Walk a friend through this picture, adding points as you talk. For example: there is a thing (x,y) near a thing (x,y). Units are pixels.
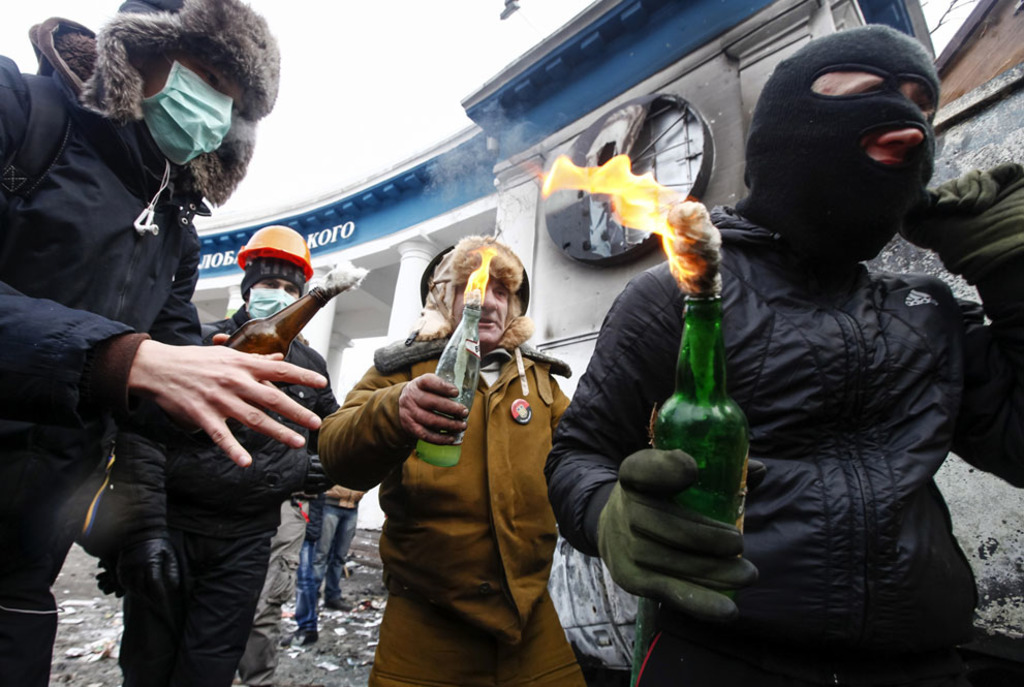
This image is taken outdoors. In the background (554,257) there is a building (392,301) with walls (588,273), pillars (326,322), a roof (454,165) and a door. At the bottom of the image (304,658) there is a road (94,634). In the middle of the image (662,304) there are four men (199,318), some with masks (168,117) and some are holding bottles (256,350) with fire (669,209) in their hands (641,530).
